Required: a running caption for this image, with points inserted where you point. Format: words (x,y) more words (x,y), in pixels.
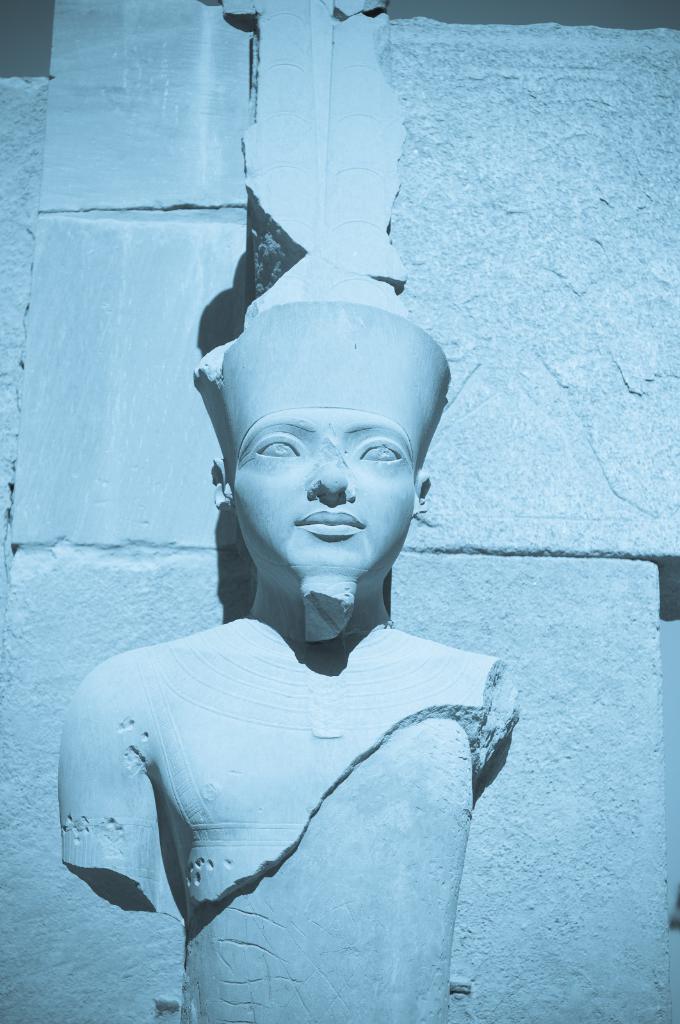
Here in this picture we can see a statue (343,544) being carved on the wall (405,612) over there.
